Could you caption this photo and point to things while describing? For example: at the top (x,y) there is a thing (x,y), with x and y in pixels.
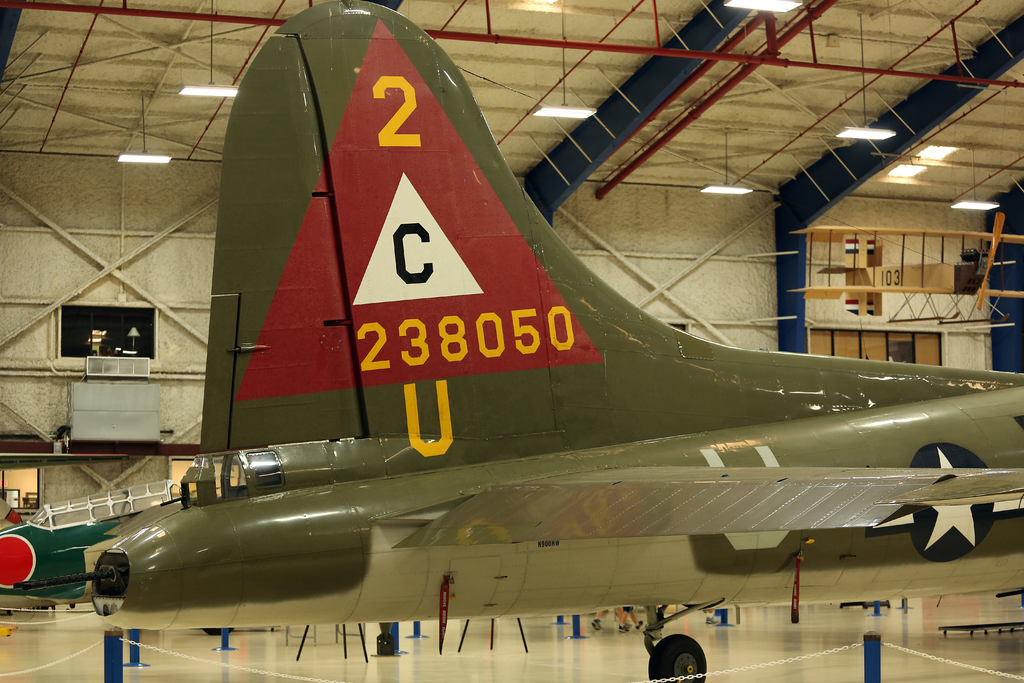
This picture seems to be clicked inside the hall (75,185). In the foreground (885,448) we can see the aircraft (392,554) seems to be parked on the ground (837,644) and in the background (626,617) we can see the group of people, metal rods (691,59), lights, roof (550,125) and many other objects (8,533).
